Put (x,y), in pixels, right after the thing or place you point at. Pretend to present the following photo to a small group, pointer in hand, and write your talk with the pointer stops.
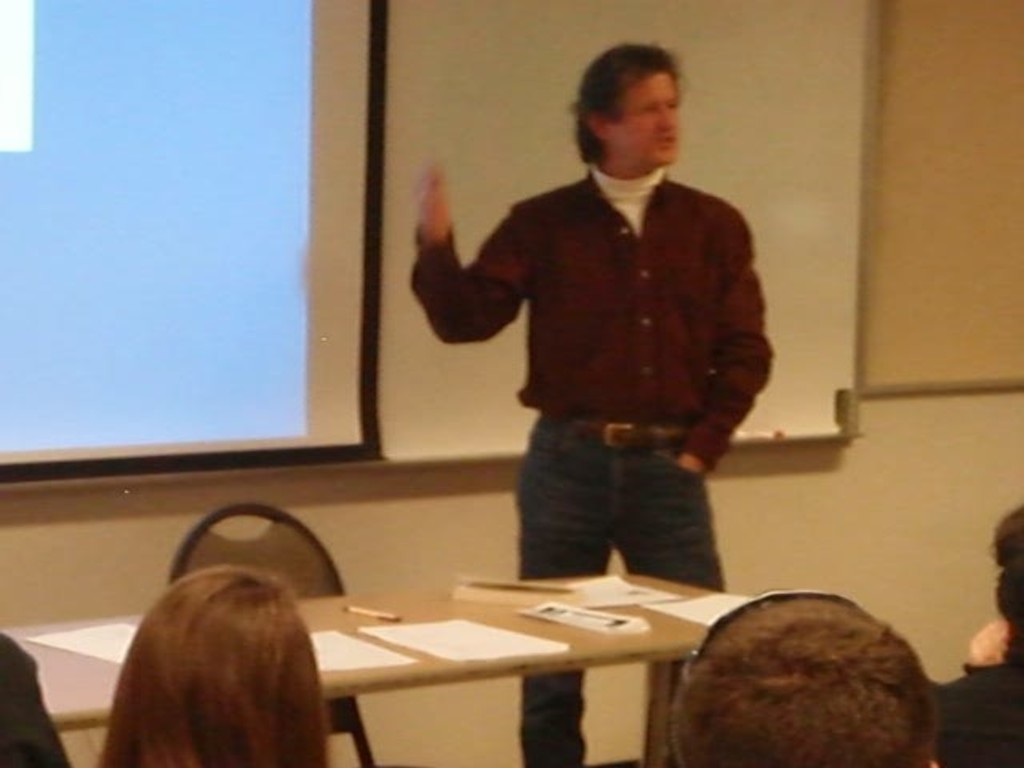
This picture is of inside, it seems to be a classroom (899,389). In the foreground (198,673) we can see group of persons (854,702) seems to be sitting. In the center (681,283) there is a man (673,257) wearing a brown color shirt (608,315), standing and seems to be talking and there is a table (438,597) on the top of which a pen (380,611) and some papers (595,602) are placed. We can see a chair (314,558) and in the background (951,119) there is a wall (340,545) and a projector screen (203,171).
